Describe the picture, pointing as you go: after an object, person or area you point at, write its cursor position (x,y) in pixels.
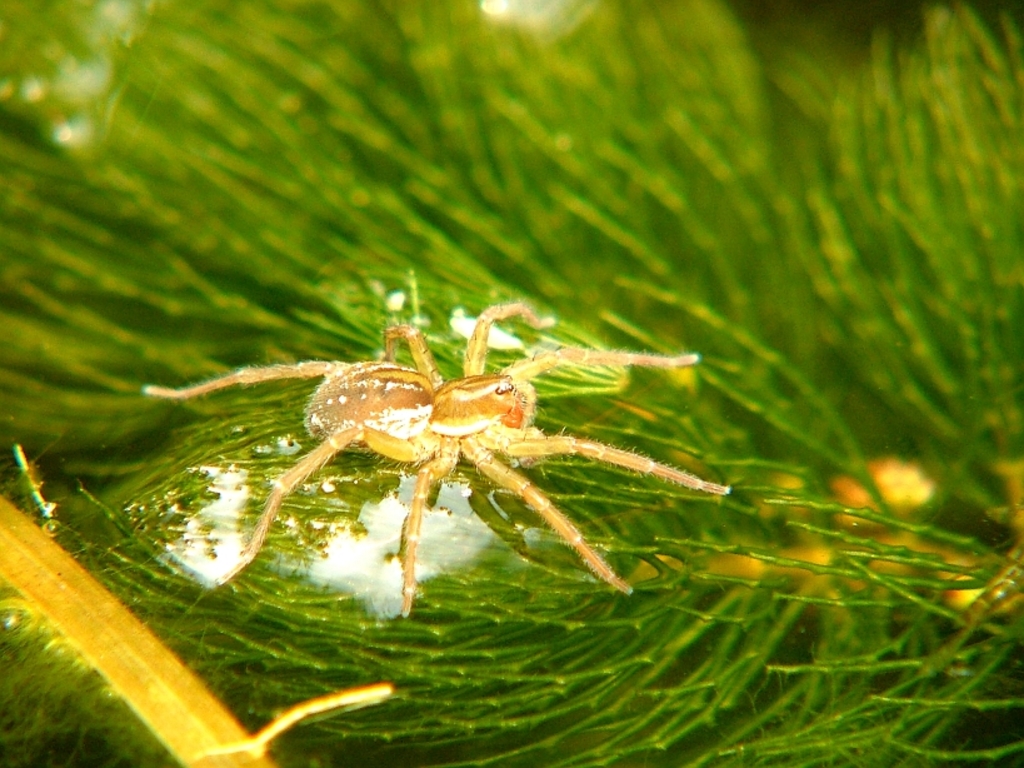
Here we can see an insect (433,382) on a green color surface (718,518).
